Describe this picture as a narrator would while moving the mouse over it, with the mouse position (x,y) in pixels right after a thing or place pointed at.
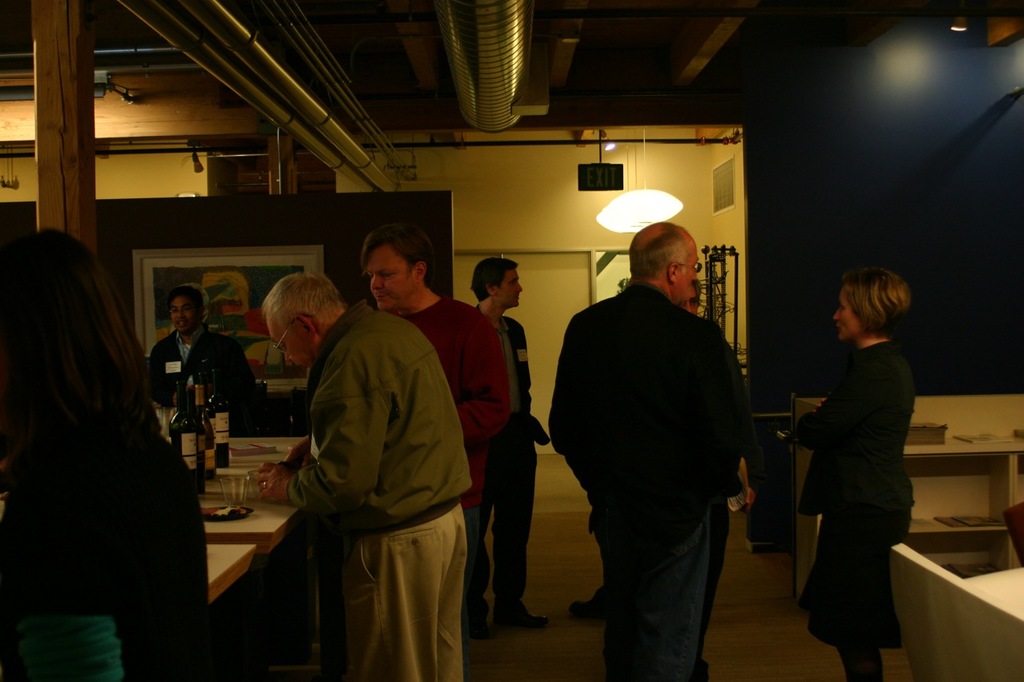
In the middle of the image (660,348) few people (836,565) are standing. Bottom left side of the image (108,620) a person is standing. Behind the person (23,508) there is a table (263,461), on the table (215,531) there are some bottles (206,376) and glasses (243,492). Top of the image (159,62) there is roof (925,10) and lights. Bottom right side of the image (921,642) there is a table (954,580).
